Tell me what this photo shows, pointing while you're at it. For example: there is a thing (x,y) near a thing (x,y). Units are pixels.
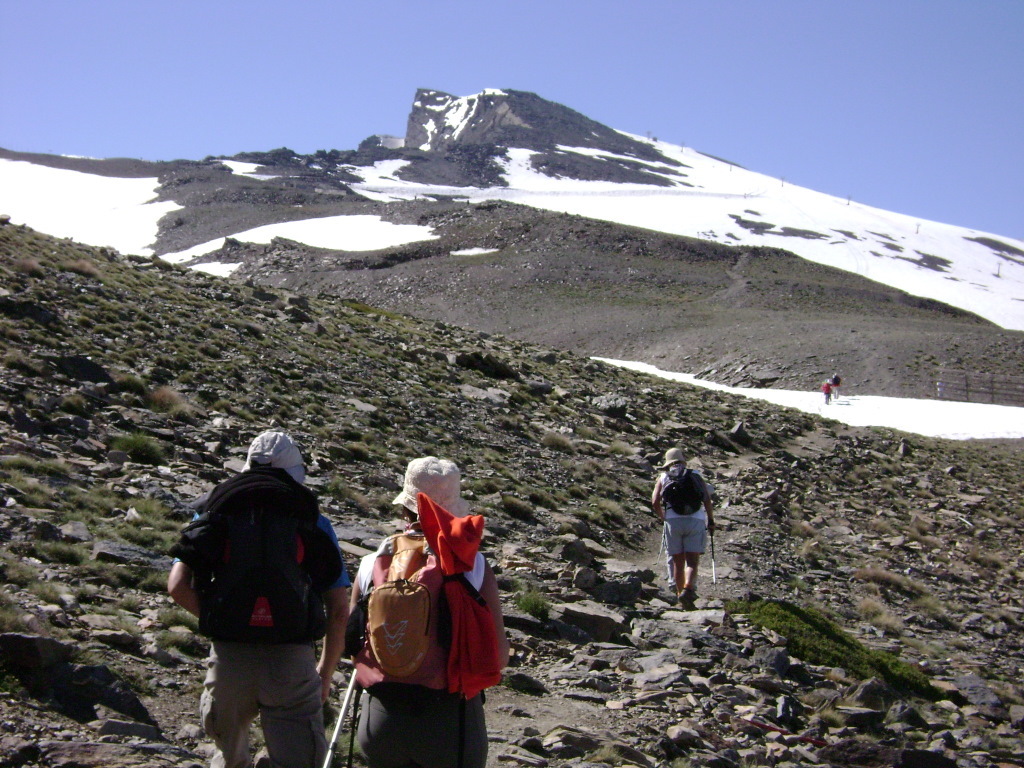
There are two persons (286,503) wearing bags (288,501) and walking on the path (526,728) of a hill (526,728). On which, there are stones (726,437). In the background (699,515), there is a person (697,532) walking on the path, there are two persons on the snow surface (756,394), there are mountains (550,182) on which, there is snow (548,190) and there is blue sky (592,57).
